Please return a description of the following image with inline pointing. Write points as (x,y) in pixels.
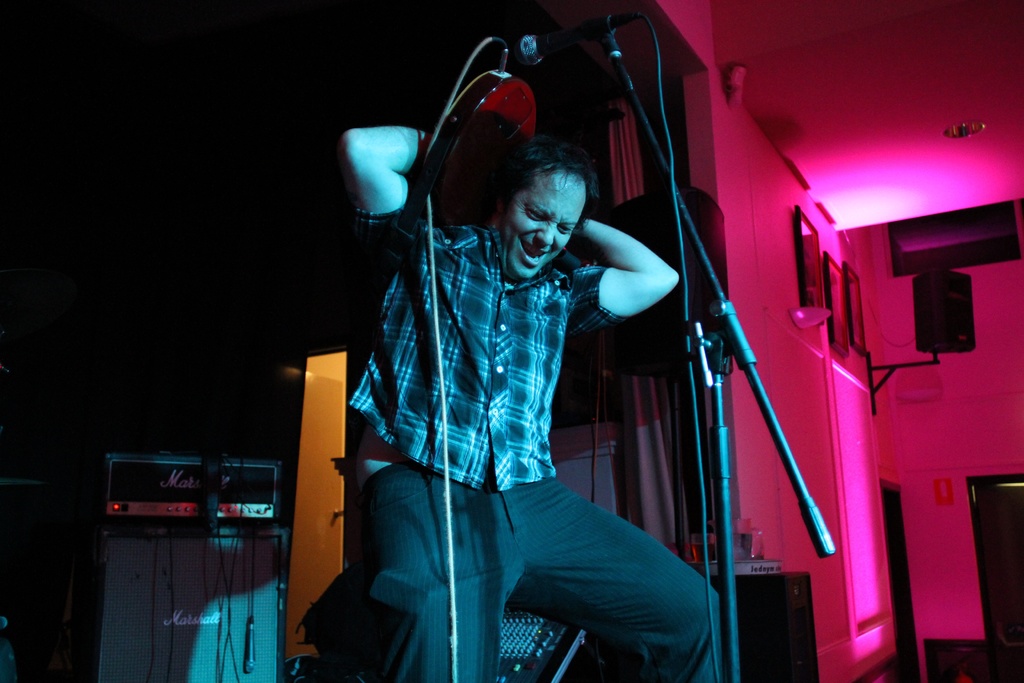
In this there is a person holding a musical instrument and standing, there is a stand (722,547), there is a wire (447,502), there is a microphone (588,37), there is a wall (964,391) towards the right of the image (1009,339), there is a speaker (943,306), there are photo frames (832,292), there is a roof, there are objects (175,532) towards the left of the image (190,536), there is glass (753,544) on the surface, there is a dark background (288,237) behind the person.
